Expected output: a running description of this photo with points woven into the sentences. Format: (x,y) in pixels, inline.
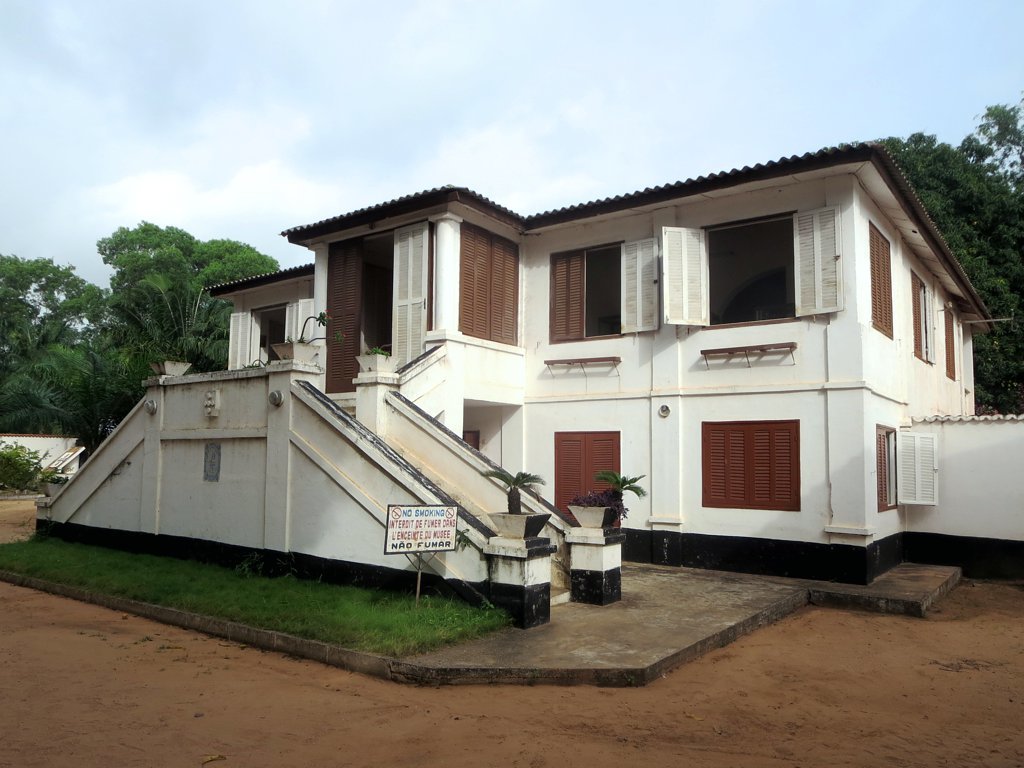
In this picture there is a building (636,400). In front of the door (330,369) I can see the stairs (363,489). Beside the stairs (370,470) I can see the plants (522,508) & board (432,540). In the background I can see many trees (31,272). At the top (514,105) I can see the sky (615,71) and clouds (63,134). In the left (224,583) I can see the grass (194,589).
